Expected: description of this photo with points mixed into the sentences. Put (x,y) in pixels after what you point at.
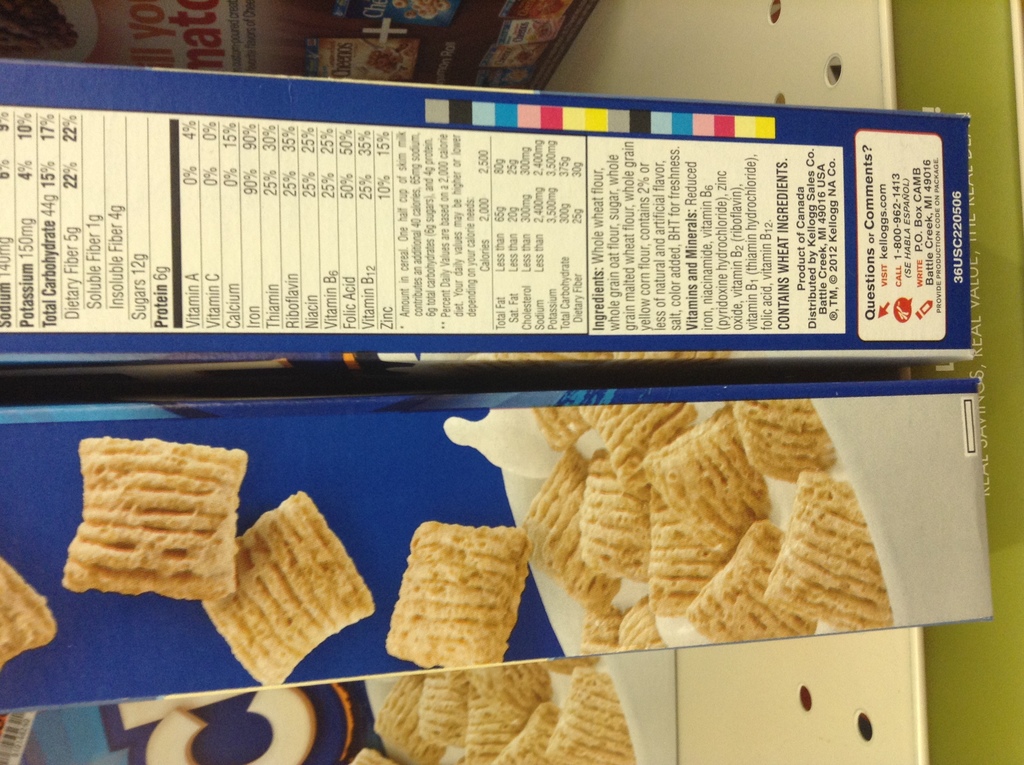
In this image I can see in the middle (582,355) there are food item boxes (664,429), at the bottom (134,524) there are images (514,711) of the food (571,509). At the top (927,224) there is the text (552,323).
